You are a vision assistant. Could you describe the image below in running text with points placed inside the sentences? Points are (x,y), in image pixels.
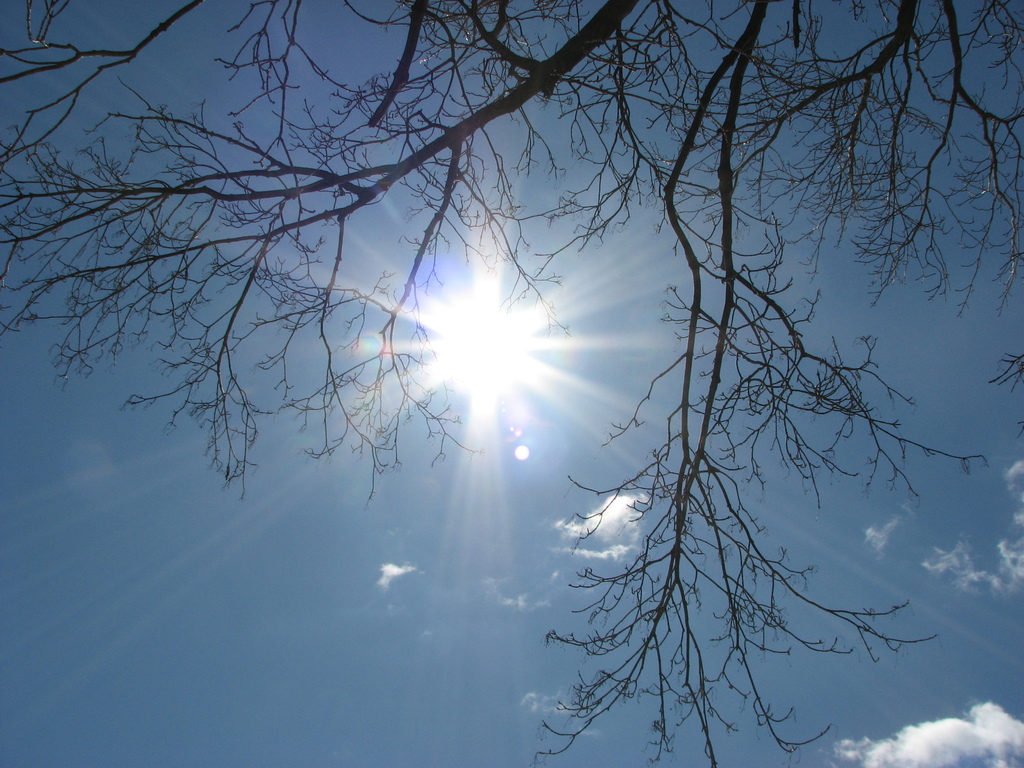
At the top of the image (435,122) I can see a tree (481,122). In the background (321,584), I can see the sky (292,584) along with the sun (477,384) and clouds (610,527).
